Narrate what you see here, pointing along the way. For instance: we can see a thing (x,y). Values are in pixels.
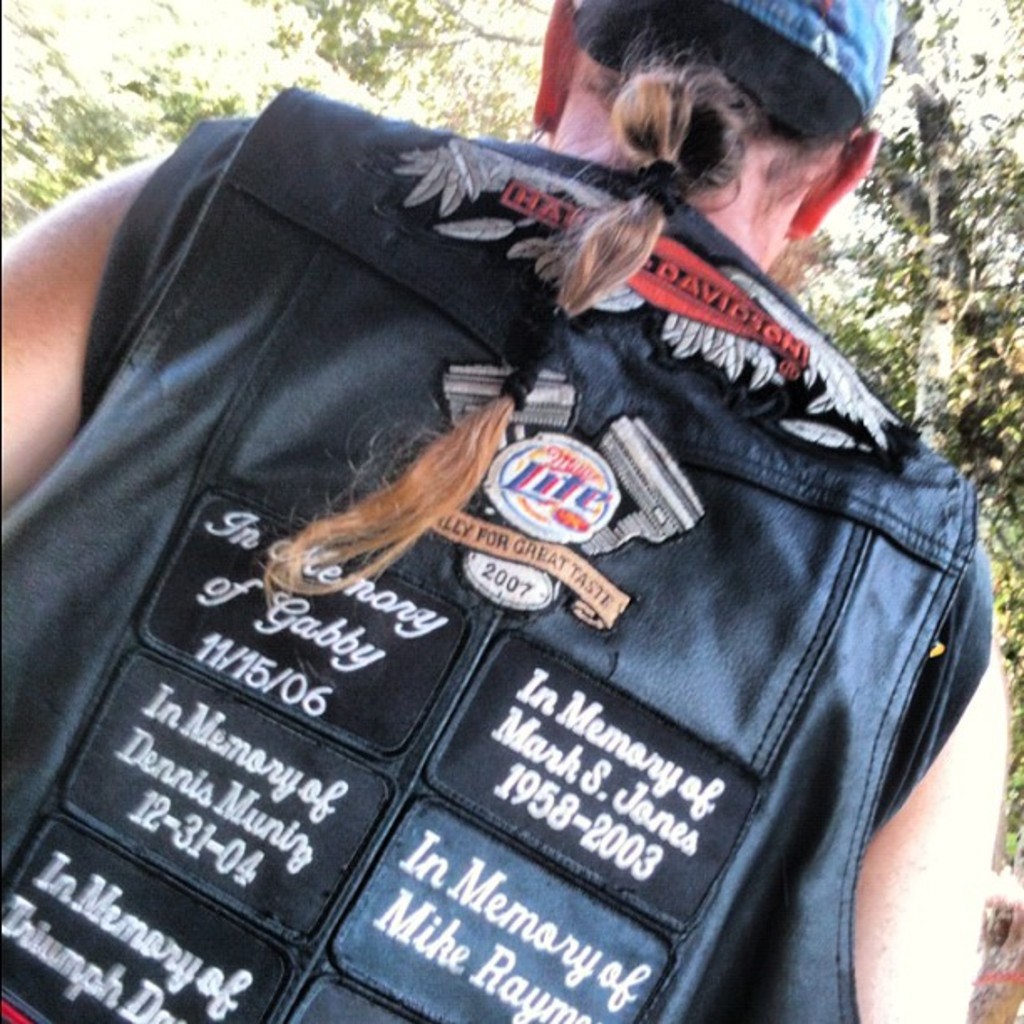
In this image we can see there is a person (414,433) standing. And at the back (499,83) there are trees (478,117).
